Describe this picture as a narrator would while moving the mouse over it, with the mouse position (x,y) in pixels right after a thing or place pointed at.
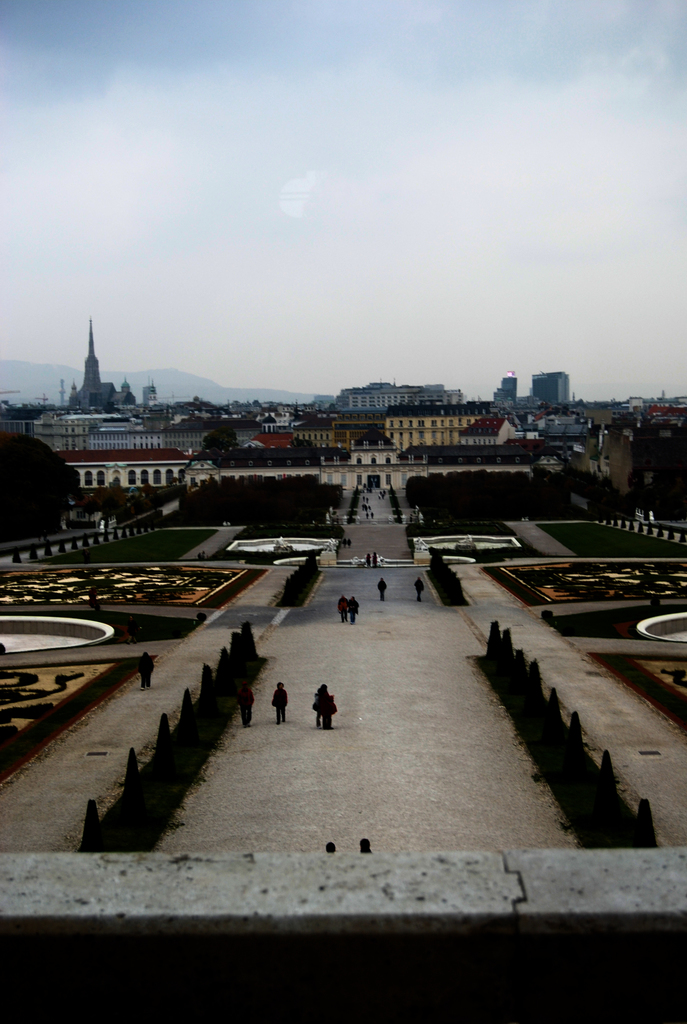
In this image, there are a few buildings (439,421), trees (466,475), people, plants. We can see the ground (408,735) with some grass (602,546) and objects (192,721). We can also see the sky (342,299).
